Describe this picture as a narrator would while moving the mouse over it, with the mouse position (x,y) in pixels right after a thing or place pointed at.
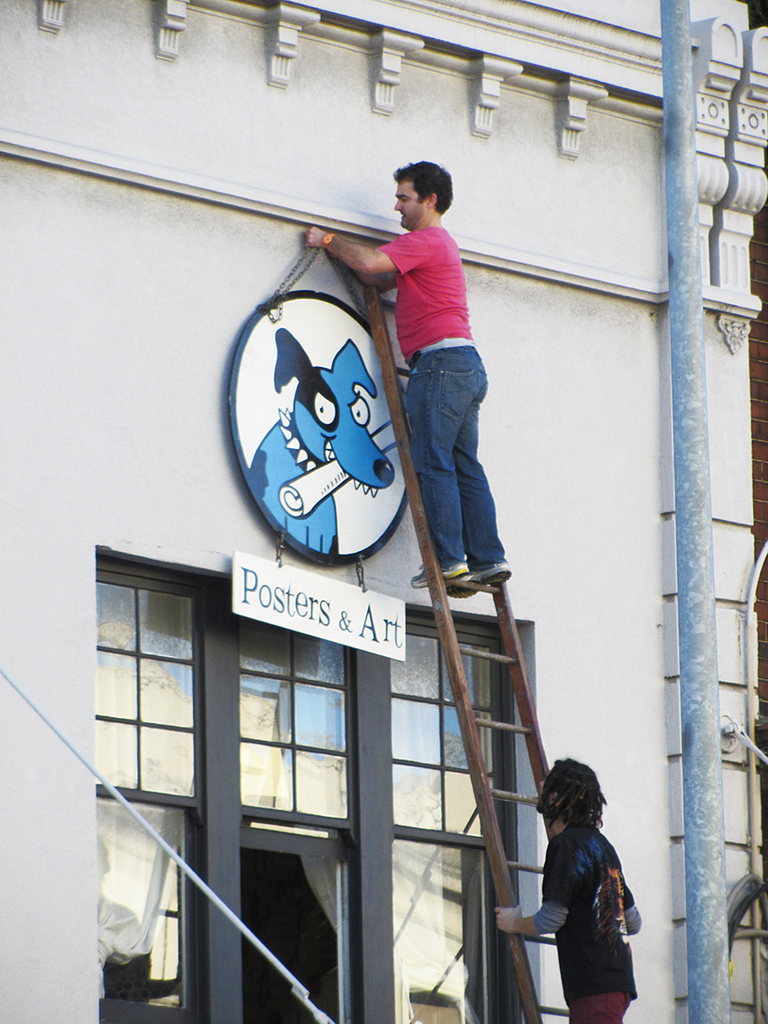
In the center of the image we can see one person (612,937) is standing and he is holding a ladder (498,602). On the ladder (497,616), we can see one person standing and holding some object (371,385). In the background (86,323) there is a building (563,259), wall (598,247), one pipe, one ladder (390,373), glass (172,723), rope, poster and a few other objects (335,602).
